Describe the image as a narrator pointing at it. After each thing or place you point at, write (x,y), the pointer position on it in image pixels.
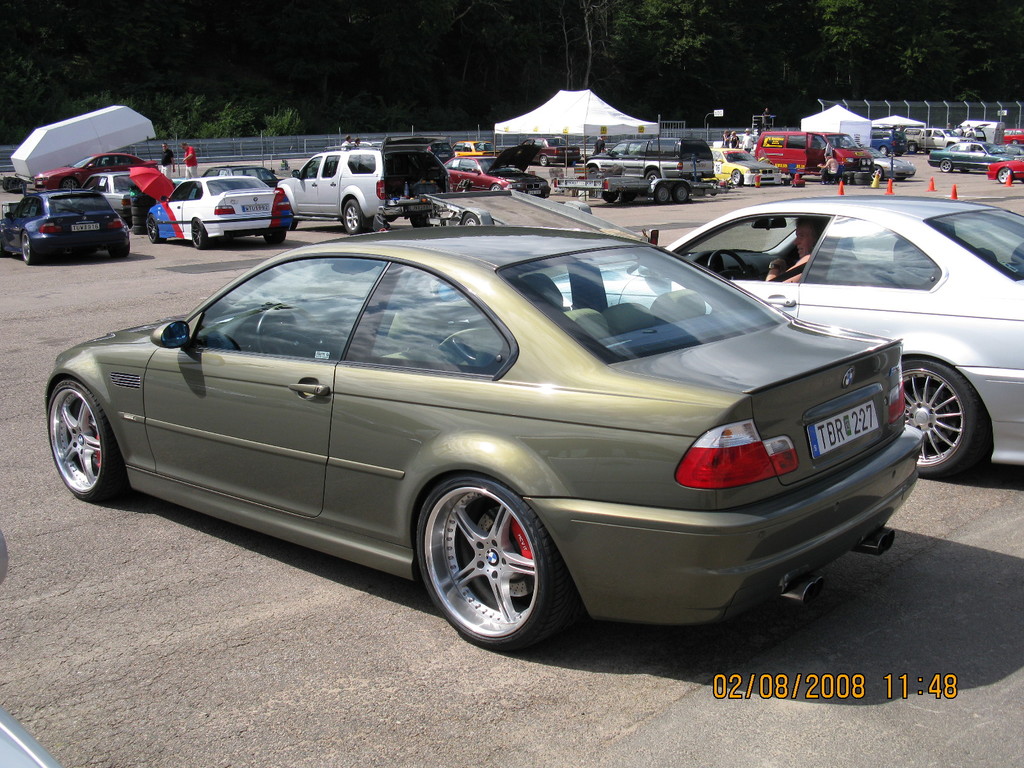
This picture shows some parked cars (950,365) and tent (572,120) and few trees (200,4).
